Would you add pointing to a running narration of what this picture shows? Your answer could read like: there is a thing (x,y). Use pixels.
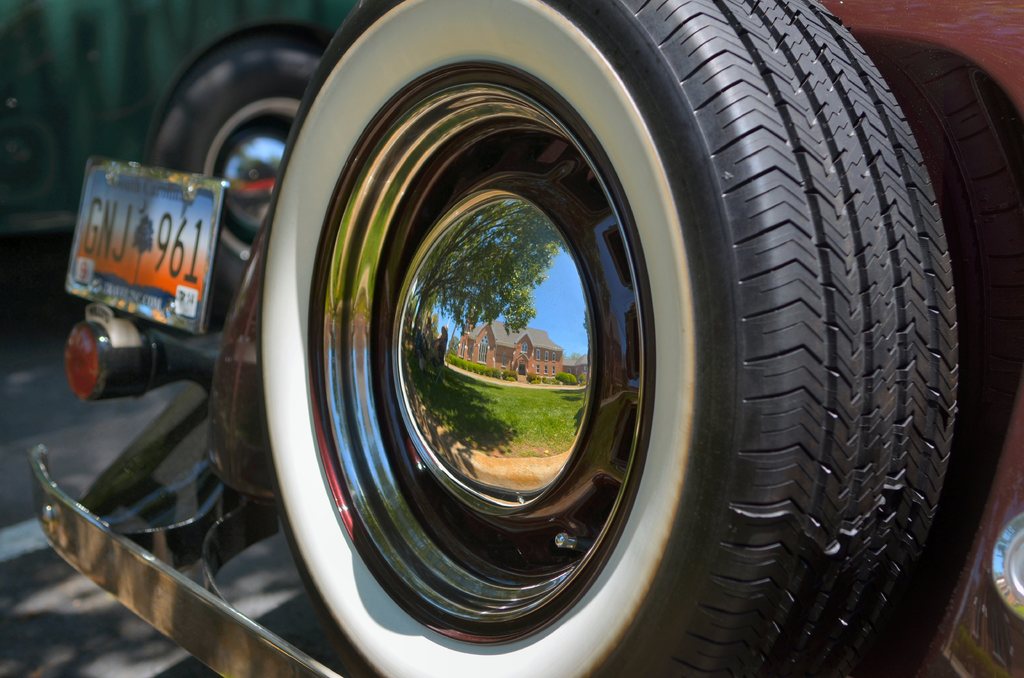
In the image there is a vehicle (714,89) in the front (293,199) with a tyre (409,6) attached to it, it is having reflection (513,354) of home (516,340) on the alloy wheel (480,281).
